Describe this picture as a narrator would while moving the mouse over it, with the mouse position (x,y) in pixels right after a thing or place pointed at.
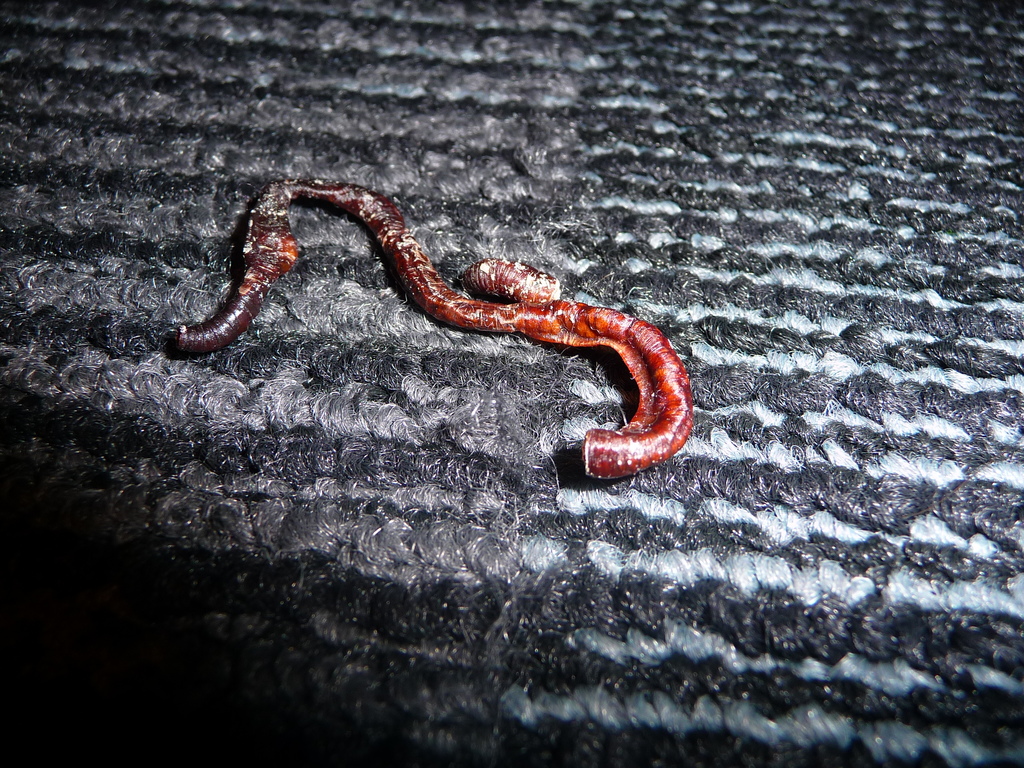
In this image we can see a red color object (593,329) on the woolen surface (290,399).
